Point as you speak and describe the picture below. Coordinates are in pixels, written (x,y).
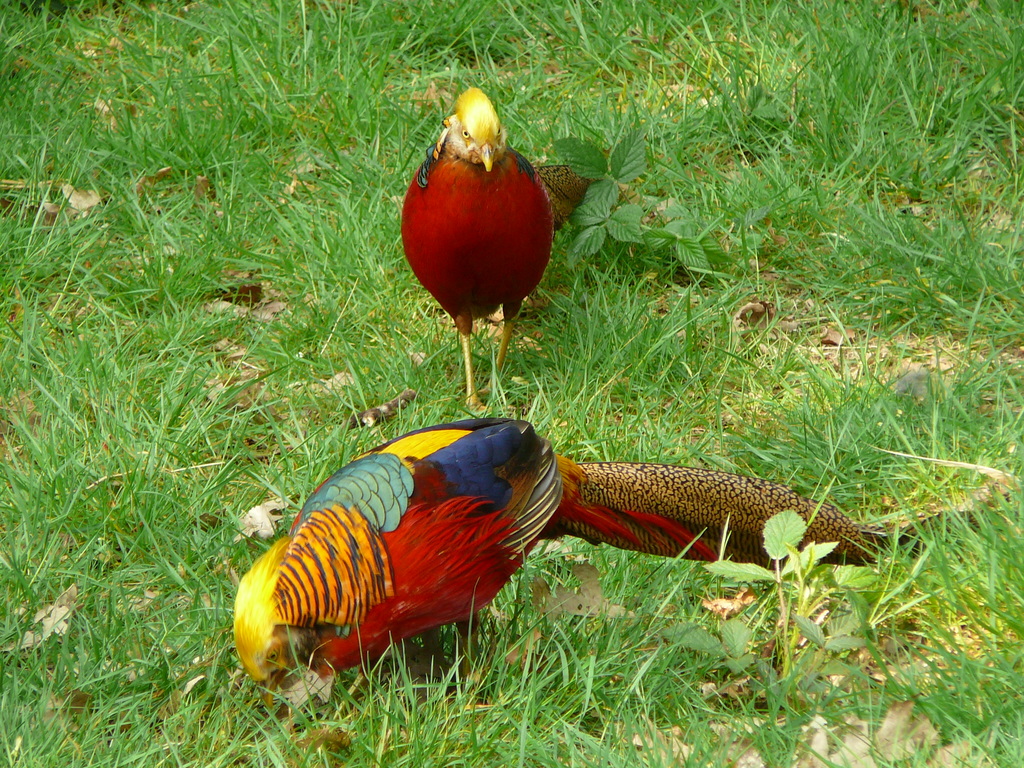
In this image we can see birds (485,538) standing on the ground (474,657), grass (457,684) and shredded leaves (886,354).
